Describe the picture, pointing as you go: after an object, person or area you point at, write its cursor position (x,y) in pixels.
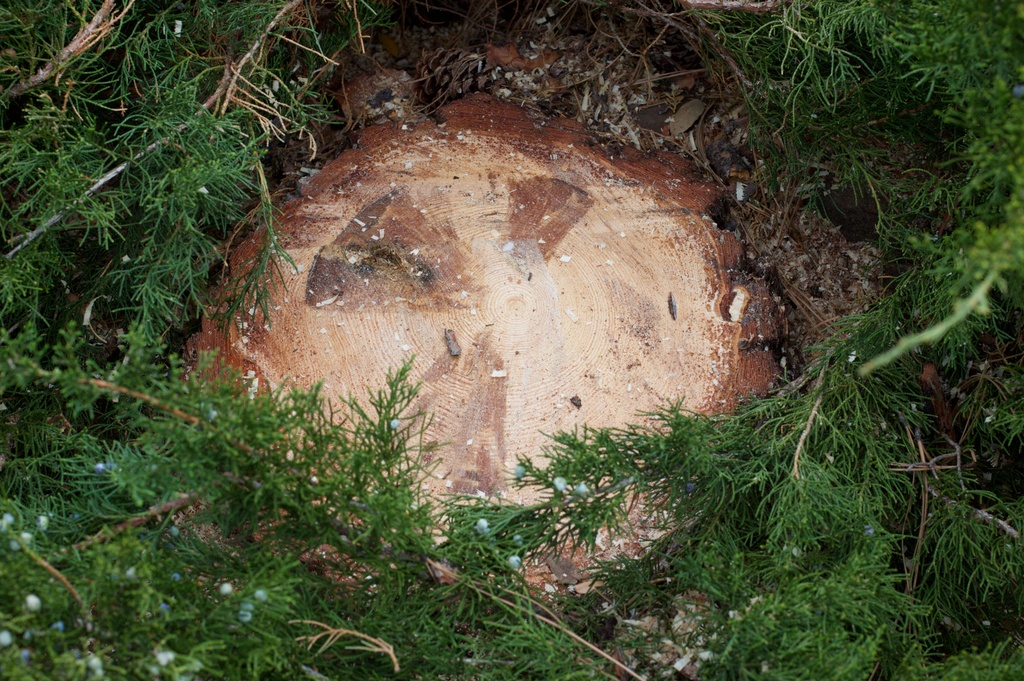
This picture is clicked outside. In the center (576,407) we can see a tree stump (501,196) and we can see the plants (783,531) and the stems (742,3).
